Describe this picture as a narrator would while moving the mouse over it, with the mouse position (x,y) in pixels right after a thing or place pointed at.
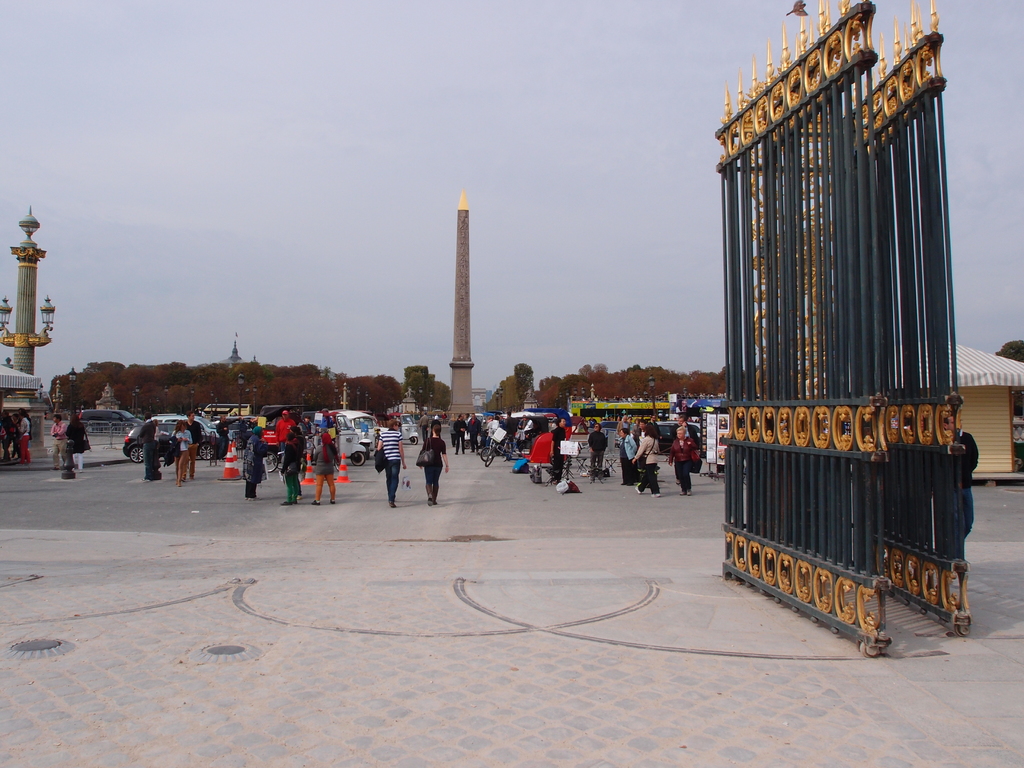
In this image we can see grilles (905,368). At the bottom of the image (679,623) there is the floor (539,673). In the background of the image (18,453) there are people (15,431), vehicles (126,435), houses (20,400), trees (273,382) and other objects (67,464). At the top of the image (570,147) there is the sky (439,151).
